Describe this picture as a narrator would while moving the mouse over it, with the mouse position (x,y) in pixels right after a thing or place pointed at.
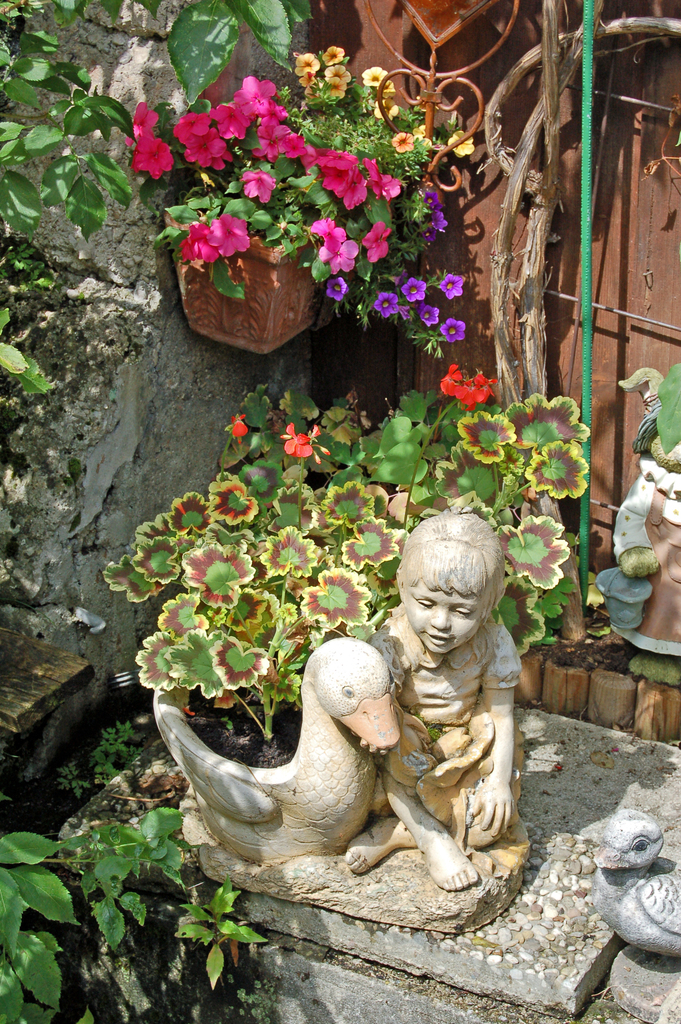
In this picture, in the middle (442,513) there is a statue (352,774) of a child (457,513) and in the bottom left hand corner (178,814) there is a plant (112,934).
